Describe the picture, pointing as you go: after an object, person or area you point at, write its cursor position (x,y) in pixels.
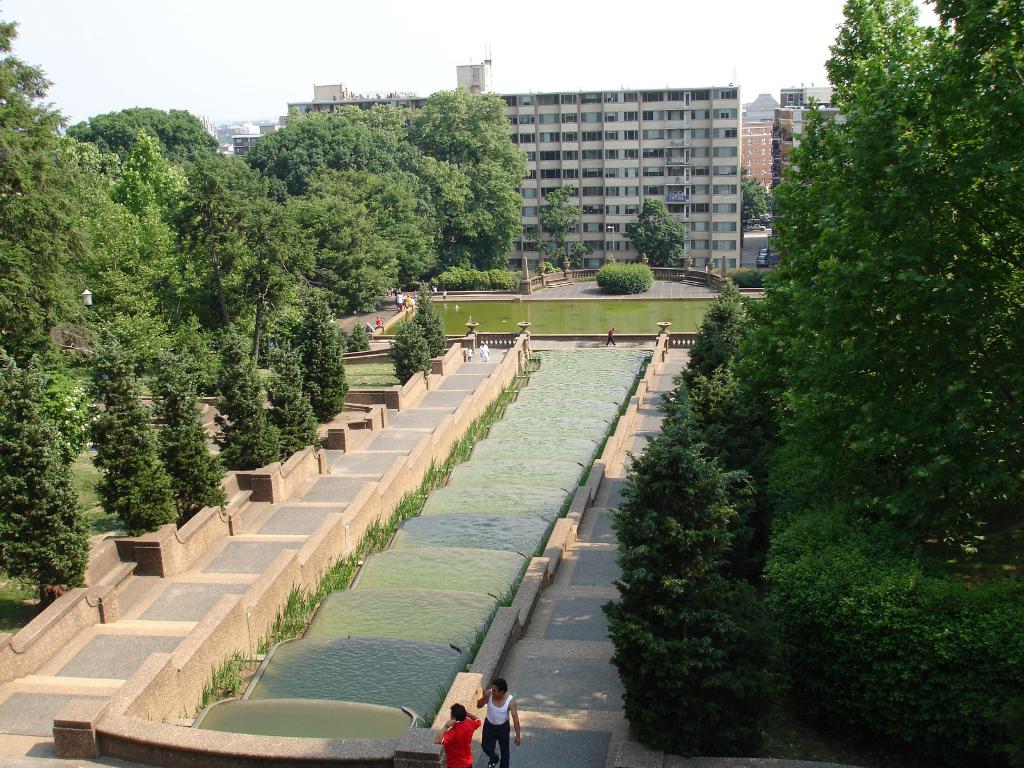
In this image we can see the trees (256,381), bushes (787,580), buildings (714,132) and also some people (491,725). We can also see the grass (456,454) and water (595,315) in this image. At the top (272,38) there is sky (311,41) and at the bottom (160,610) we can see the path (281,521).
